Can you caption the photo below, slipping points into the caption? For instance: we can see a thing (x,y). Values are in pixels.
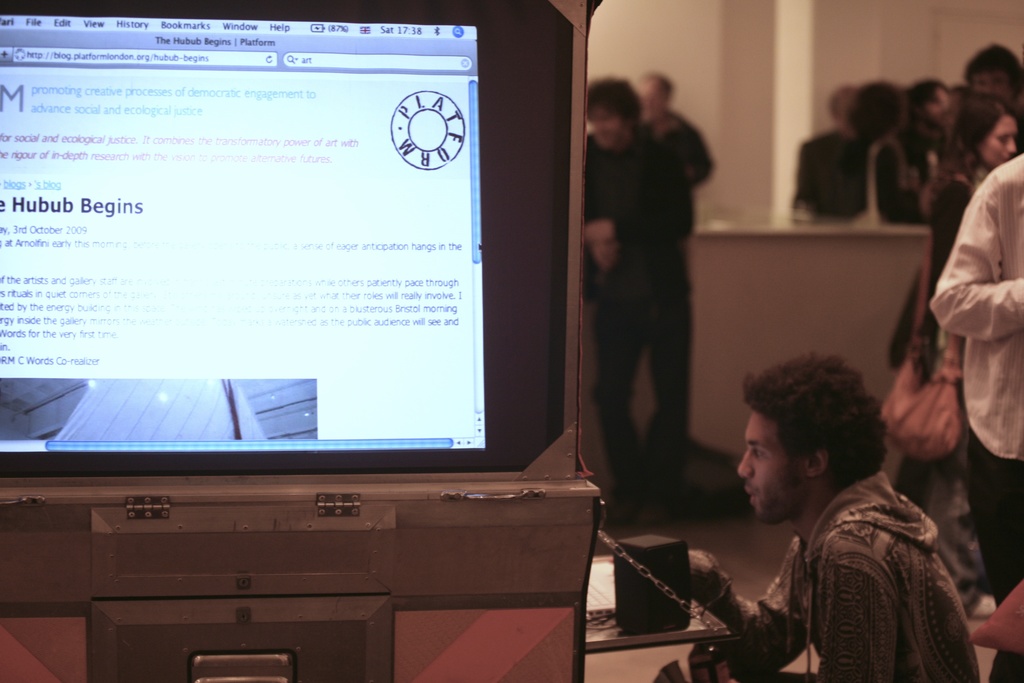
In this picture we can see some group of people (670,168) standing and here person (887,518) sitting in front of a table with speakers (628,598), screen (422,228) and in background (756,71) we can see pillar (786,123), wall (834,47).
